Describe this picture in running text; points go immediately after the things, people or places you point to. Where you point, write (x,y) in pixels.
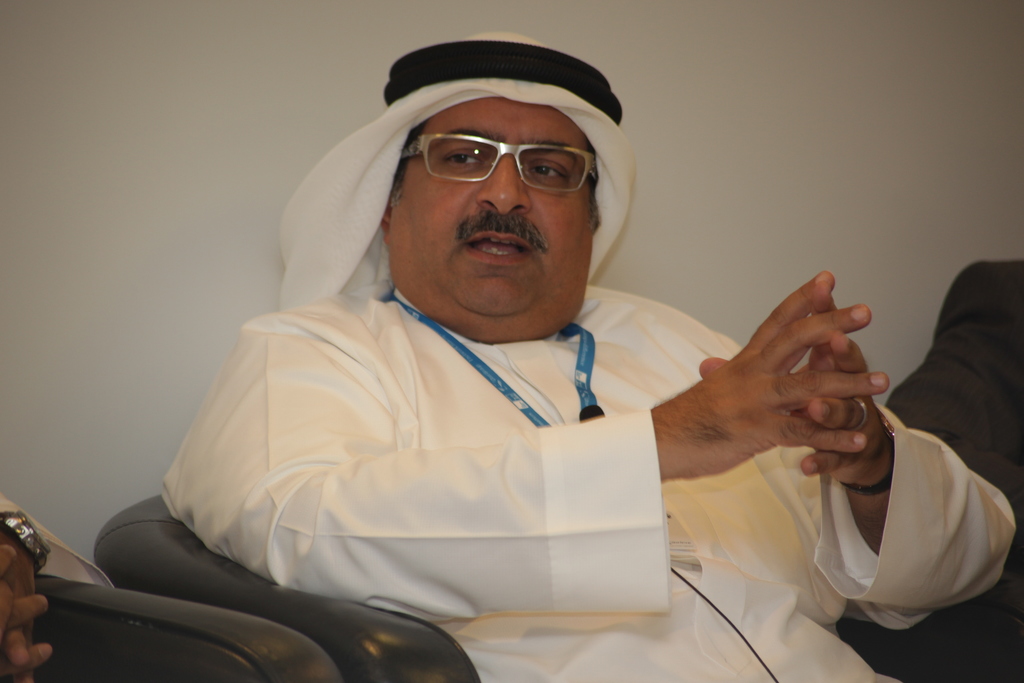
In this picture, I see a man (444,428) seated on the chair (403,642) and he wore a id card (397,301) and we see a chair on the right side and another human (31,646) seated on the left side (23,527) and we see a wall (53,3) on the background (766,179).
